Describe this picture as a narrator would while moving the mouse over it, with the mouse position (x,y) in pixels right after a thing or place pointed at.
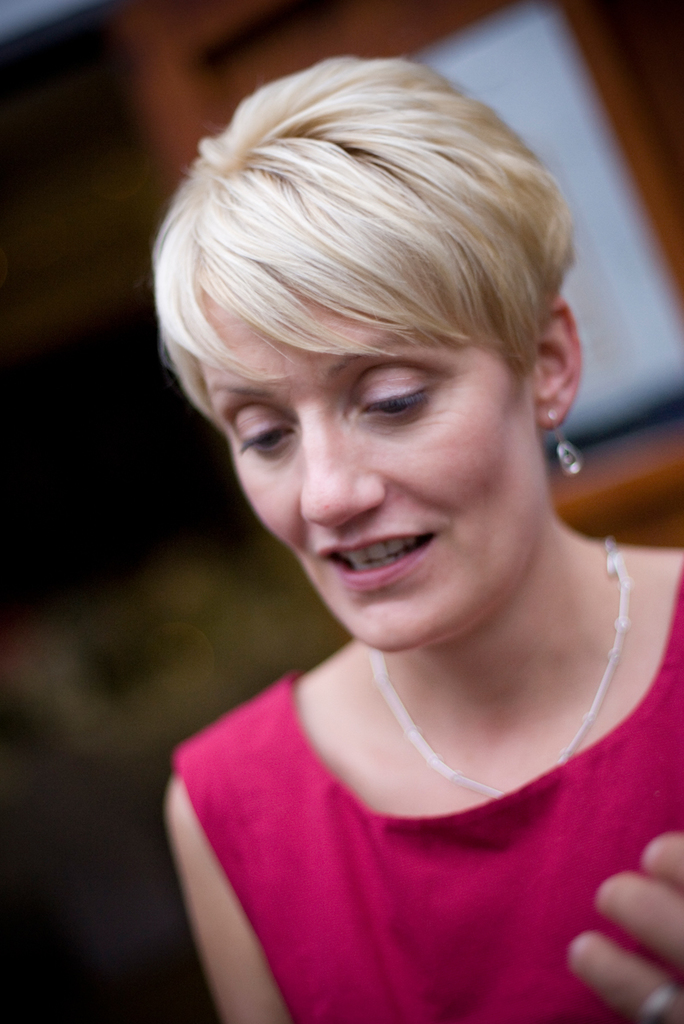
In this image we can see a lady person (360,694) wearing red color dress (244,889), necklace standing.
